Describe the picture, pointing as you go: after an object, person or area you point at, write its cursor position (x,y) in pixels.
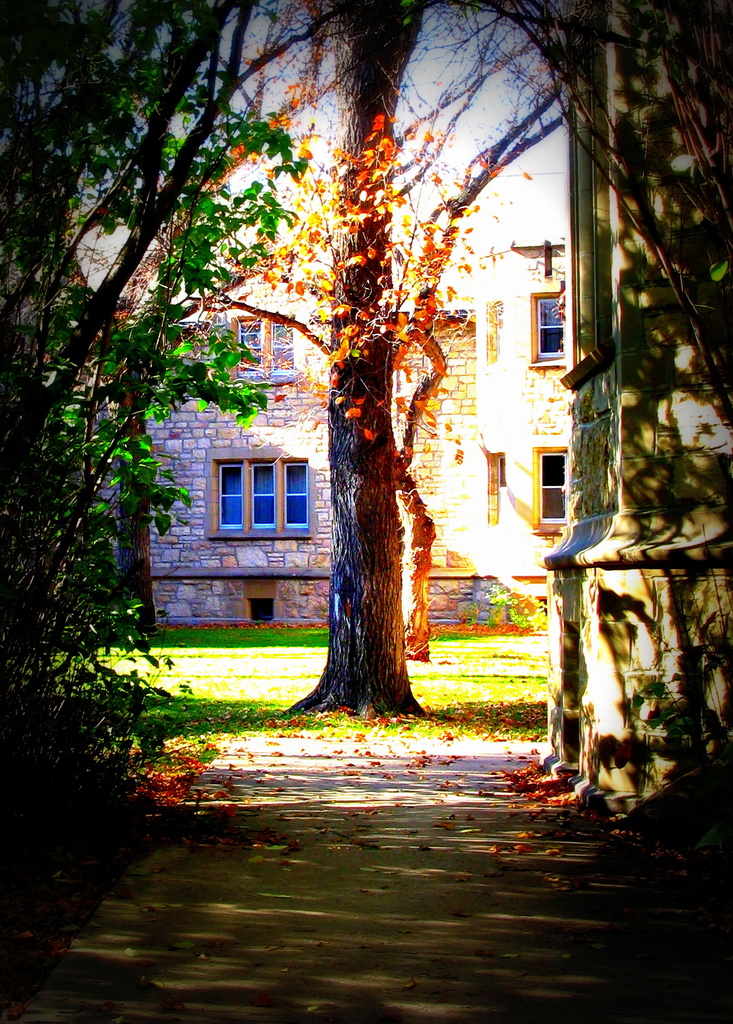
At the bottom of this image (342,834) there is a path (344,893). On the left side (59,513) there are some trees (87,723). On the right side (645,430) there is a wall (649,398). In the middle of the image (347,425) there is a tree trunk (346,544). On the ground (243,698), I can see the grass (221,646). In the background (468,423) there is a building (468,470).
